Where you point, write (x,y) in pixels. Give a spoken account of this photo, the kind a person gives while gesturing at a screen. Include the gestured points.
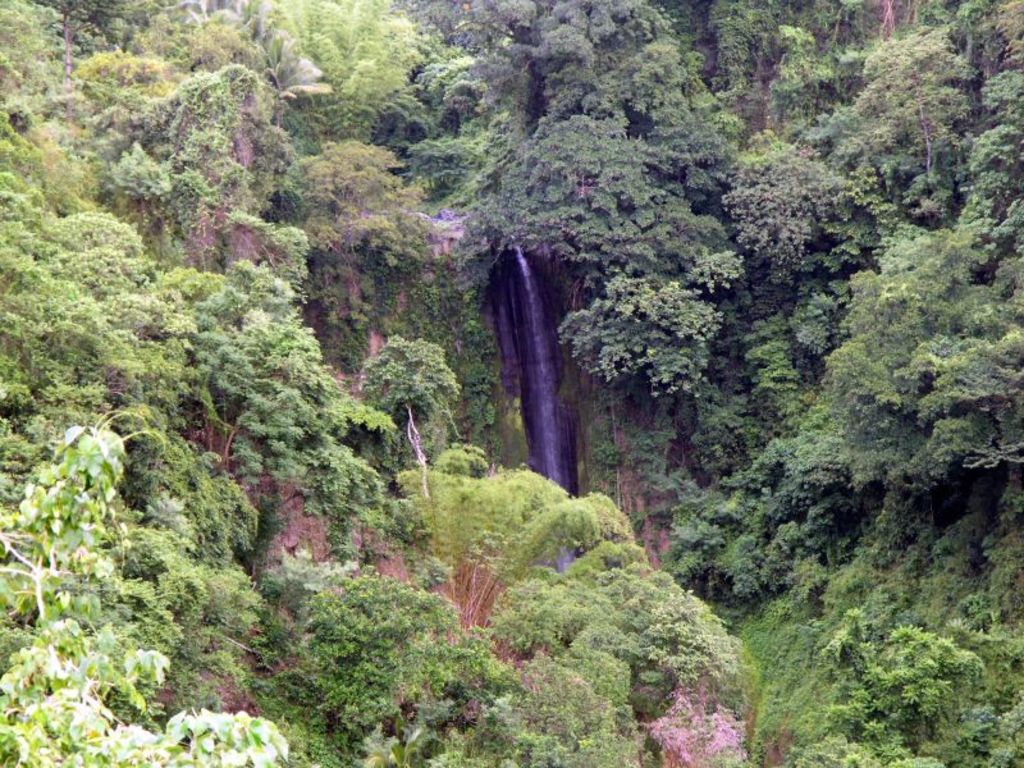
Here in this picture we can see the mountains (236,322) all covered with grass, plants (152,457) and trees (647,142) over there and in the middle (533,354) we can see water (528,341) flowing through the rocks (527,430) over there.
